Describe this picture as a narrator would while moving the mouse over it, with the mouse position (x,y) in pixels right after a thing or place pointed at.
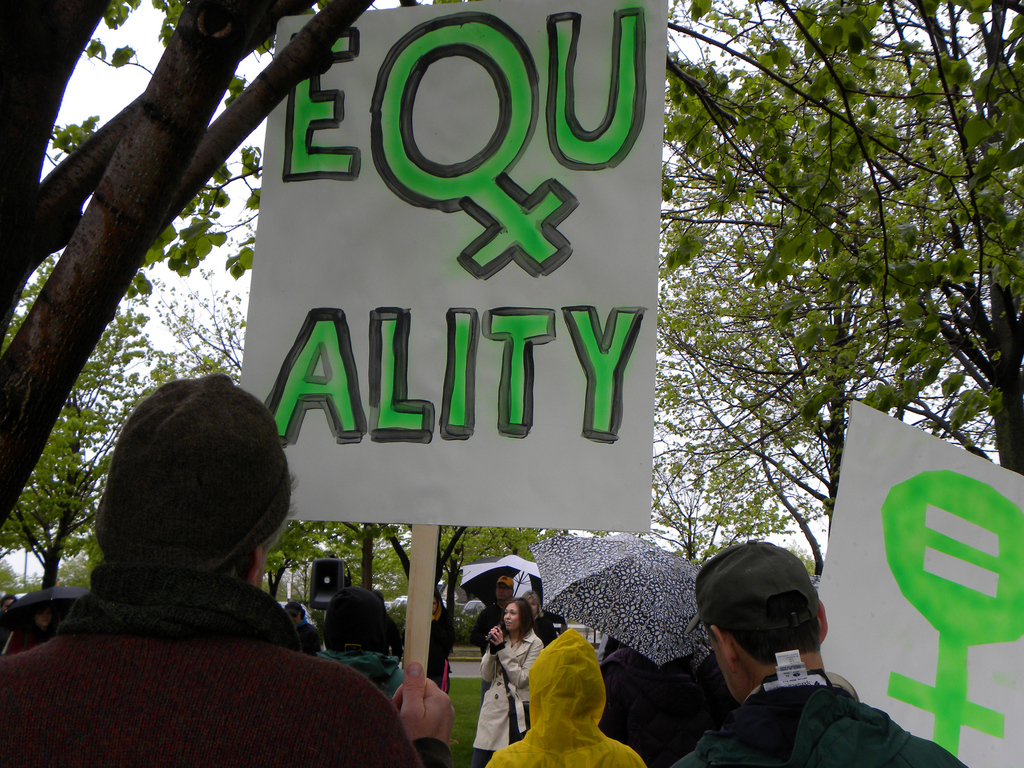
In this image we can see some people (297,620) are doing protest by holding flashcards (426,406) in their hand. Background of the image (877,114) trees (780,150) are present.
